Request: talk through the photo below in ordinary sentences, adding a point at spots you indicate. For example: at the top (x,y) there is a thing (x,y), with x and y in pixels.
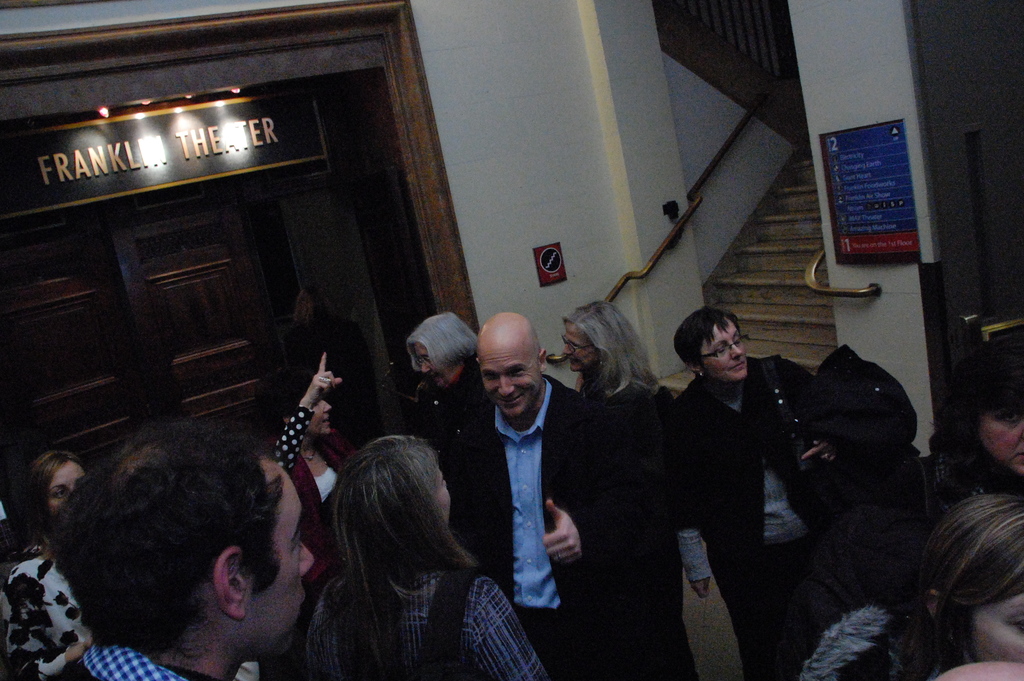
In this image we can see the inner view of a building (113,96) and there are some people (782,639) standing and in the background (86,291), we can see the door (80,406) and at the top (100,165) there is a board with some text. On the right side of the image (756,73) we can see the stairs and there are two boards (866,180).
